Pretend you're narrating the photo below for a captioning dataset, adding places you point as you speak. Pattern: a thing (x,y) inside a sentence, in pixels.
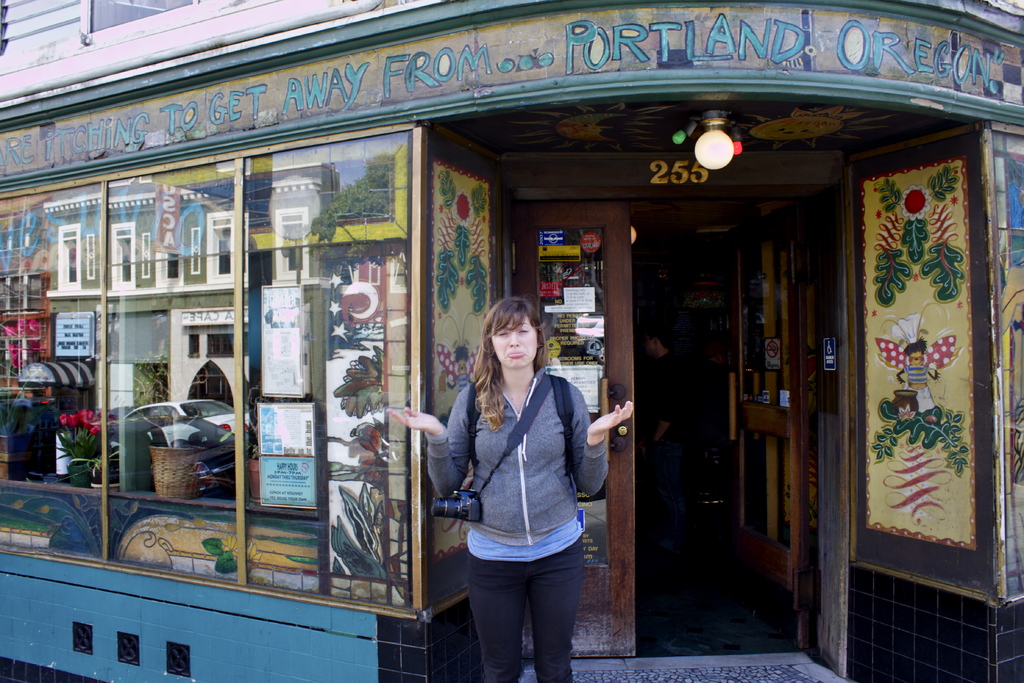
In this image, there is an outside view. There is a person (529,447) at the bottom of the image (471,483) standing in front of the building (547,198). This person (531,524) is wearing clothes (543,424) and camera (464,498).
